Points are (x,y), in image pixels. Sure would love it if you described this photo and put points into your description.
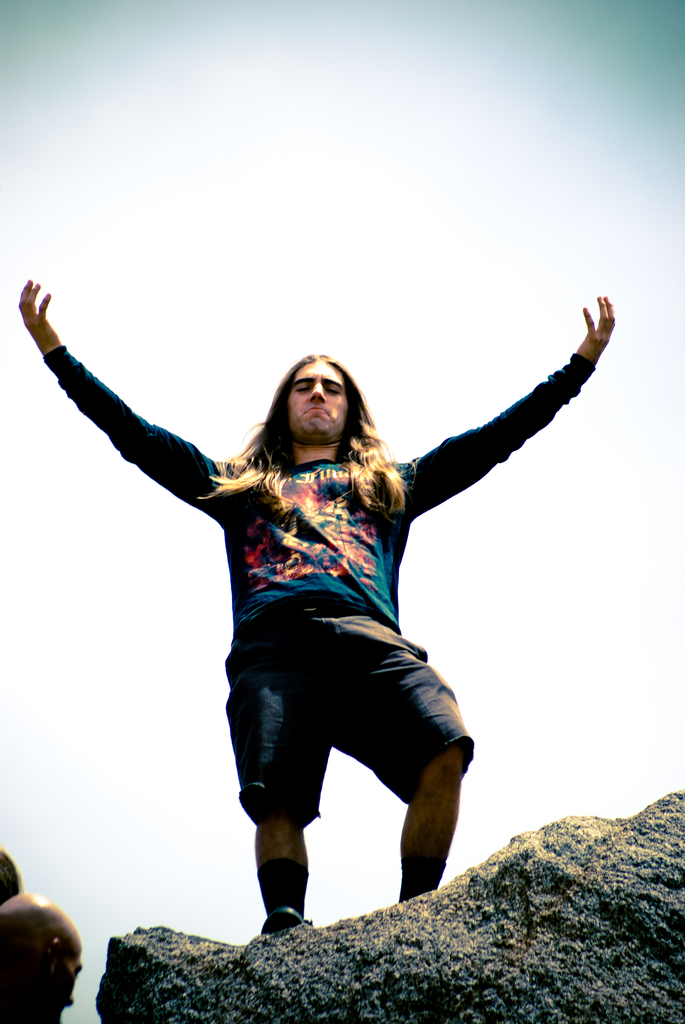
In this image in the center (313,576) there is one man (319,583) who is standing. At the bottom (326,984) there is a rock (156,962) and some people (52,923), in the background (172,527) there is sky (460,630).
